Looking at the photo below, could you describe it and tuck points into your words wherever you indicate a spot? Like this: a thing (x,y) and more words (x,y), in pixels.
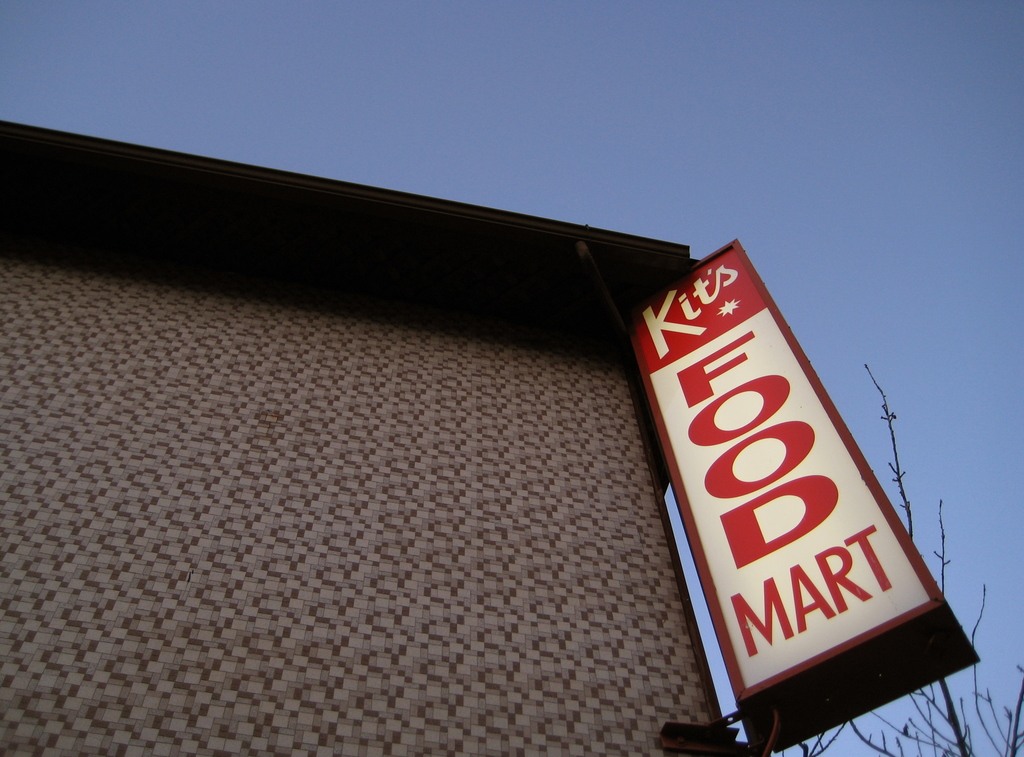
At the top (530,84) we can see sky (461,76). Here we can see a hoarding board (840,471). On the right side of the picture (942,551) we can see branches (935,727).
